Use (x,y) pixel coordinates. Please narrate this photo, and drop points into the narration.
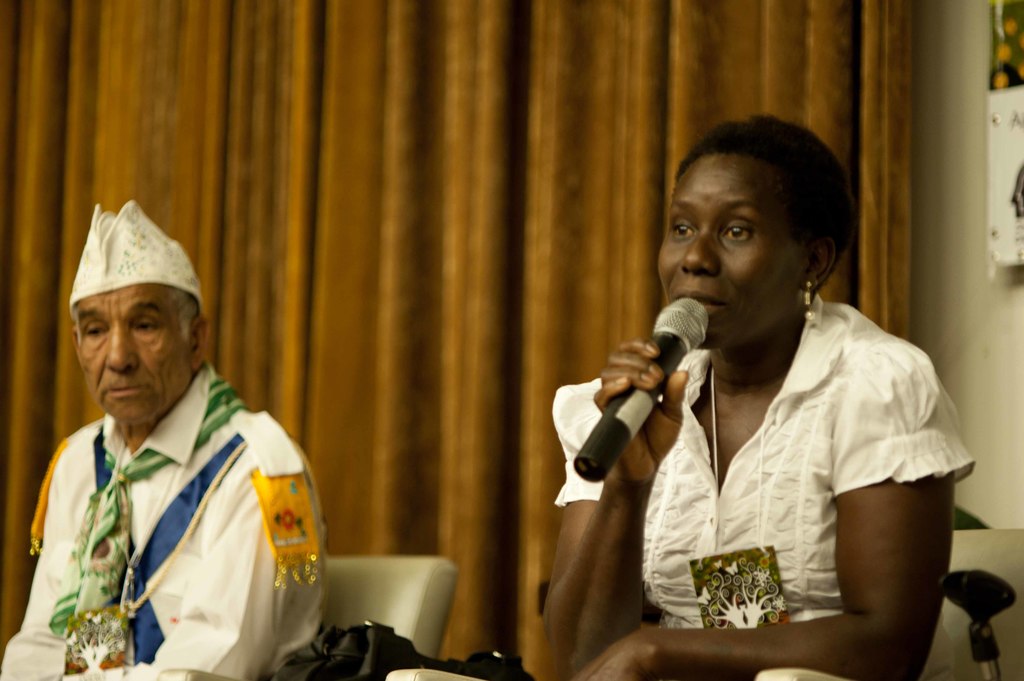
This woman (740,642) is sitting on a chair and speaking in-front of mic (582,458). This man (148,520) is also sitting on a chair (325,587). This is curtain (463,177).
